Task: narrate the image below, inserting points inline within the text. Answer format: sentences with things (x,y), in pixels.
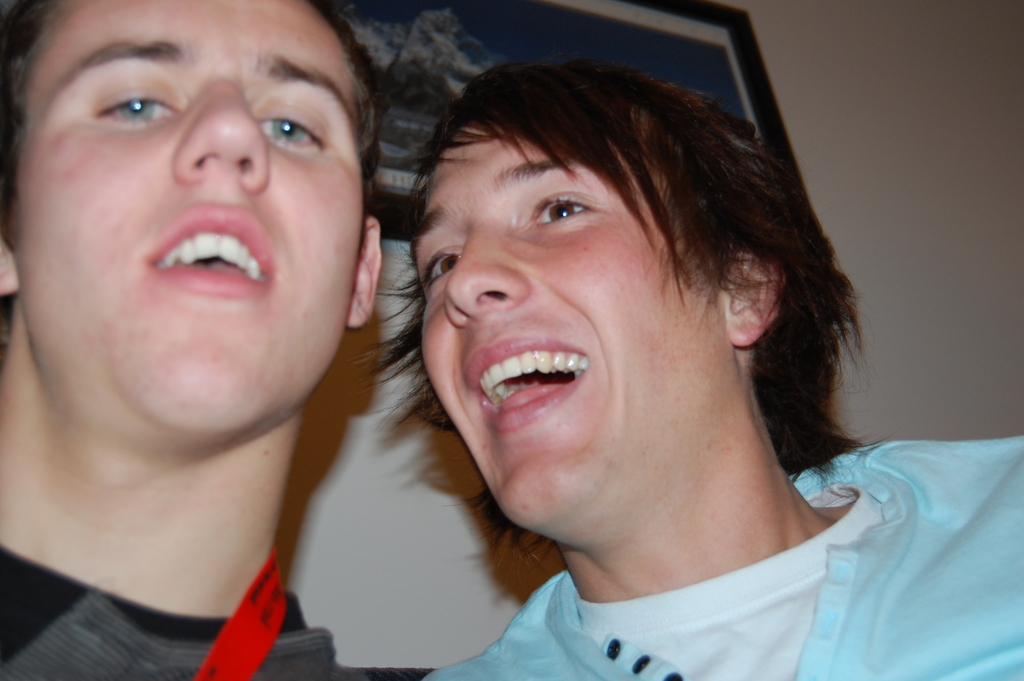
In the left side (207,70) a man (202,237) is looking at this side. In the right side (816,350) this person (679,349) is laughing. He wore a light blue color t-shirt (918,566) behind them it's a frame (392,42) on the wall (806,111).
